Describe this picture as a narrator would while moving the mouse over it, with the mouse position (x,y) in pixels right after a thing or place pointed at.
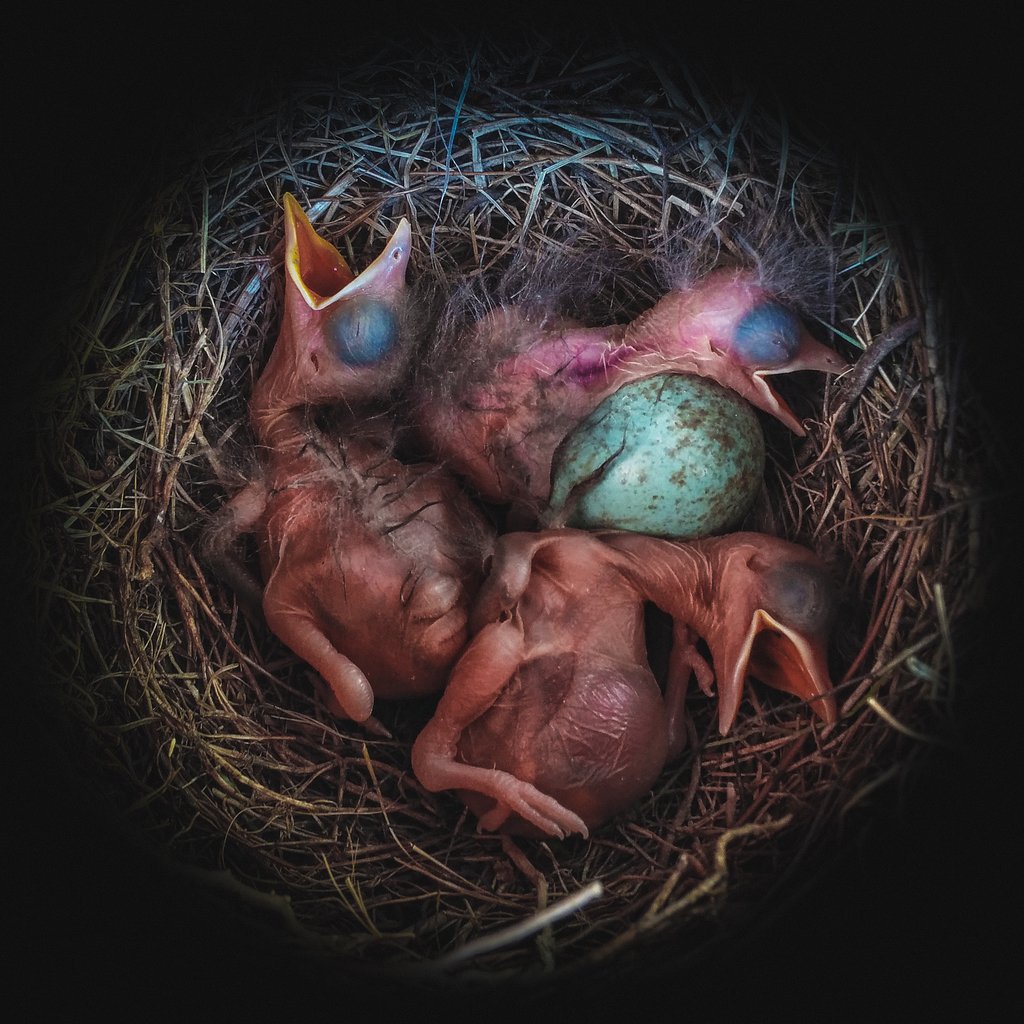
In the foreground of this image (761,535), there are baby birds (524,656) and an egg (709,394) in a nest (155,498).
